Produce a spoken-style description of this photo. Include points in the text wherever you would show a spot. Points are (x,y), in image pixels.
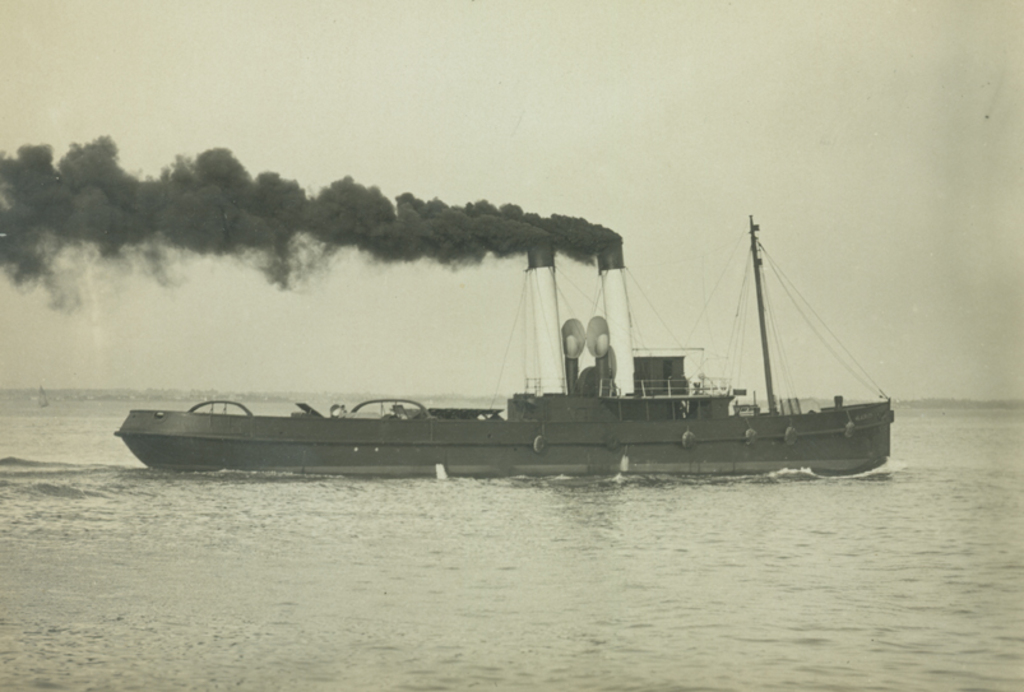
In this image, we can see a ship (606,464) is sailing in the water (523,573). Here we can see funnels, pole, ropes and smoke (512,235). Background (376,368) there is a sky (625,205).
